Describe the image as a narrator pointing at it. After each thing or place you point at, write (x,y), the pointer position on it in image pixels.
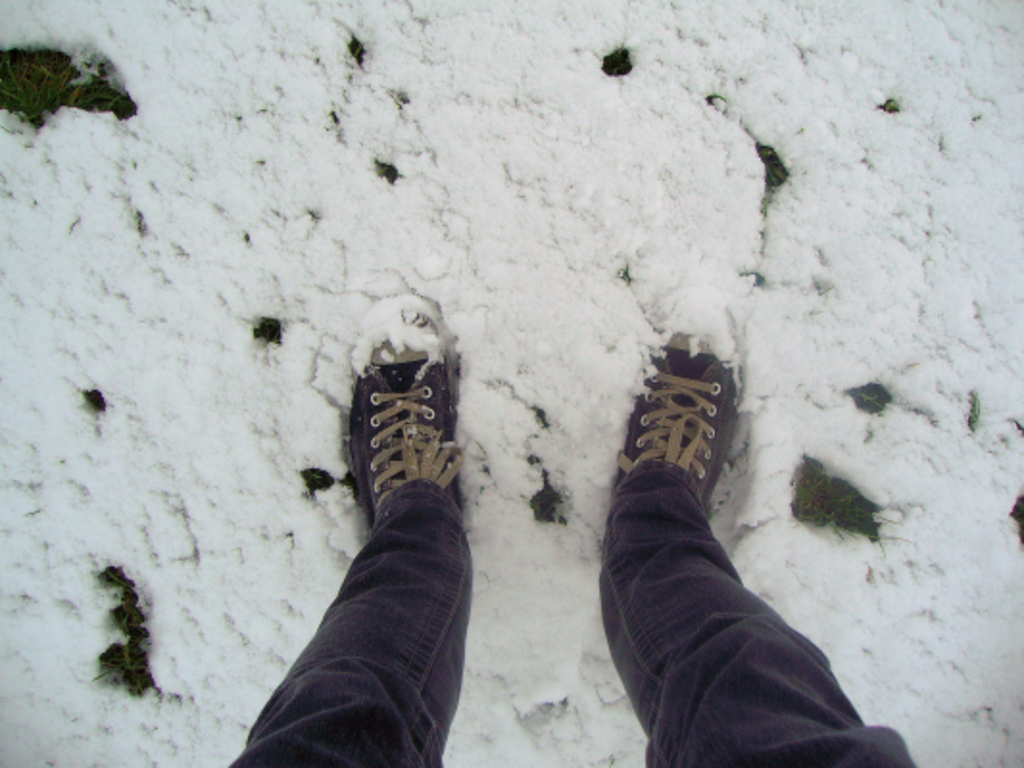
In this image I can see snow (39,428) on ground (75,160). I can also see legs (429,604) of a person (453,578) and I can see this person (446,595) is wearing jeans (634,578) and shoes (394,409).
